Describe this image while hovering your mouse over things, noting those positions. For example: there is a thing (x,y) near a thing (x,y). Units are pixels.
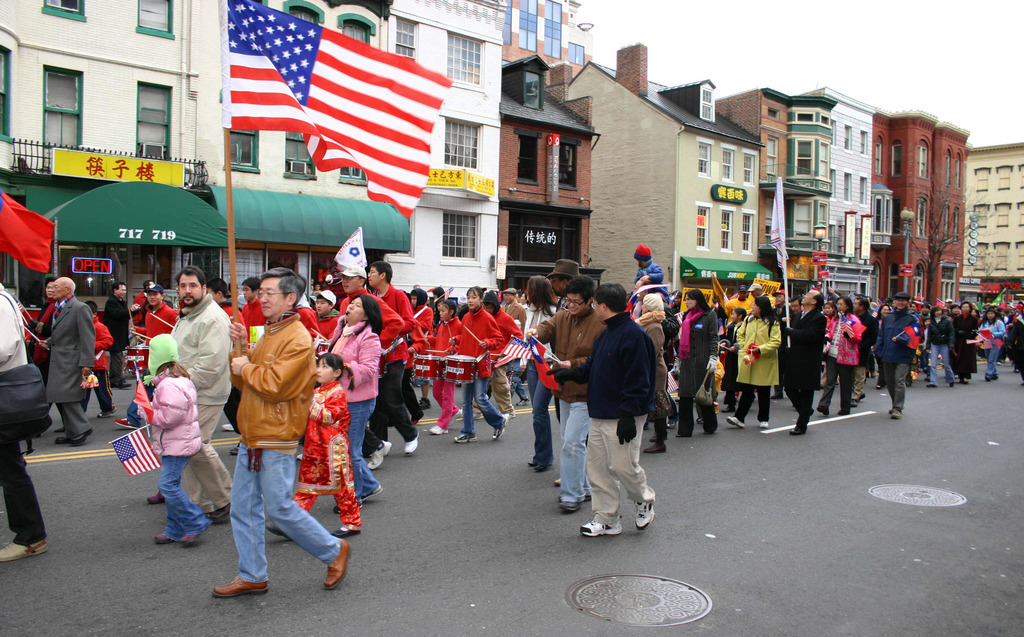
There are group of people (406,406) on the road (494,534) and they are holding flags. Here we can see few persons (476,352) are playing musical instruments (444,376). In the background (49,191) we can see buildings (359,181), boards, poles (819,252), lights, tree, and sky (904,95).
